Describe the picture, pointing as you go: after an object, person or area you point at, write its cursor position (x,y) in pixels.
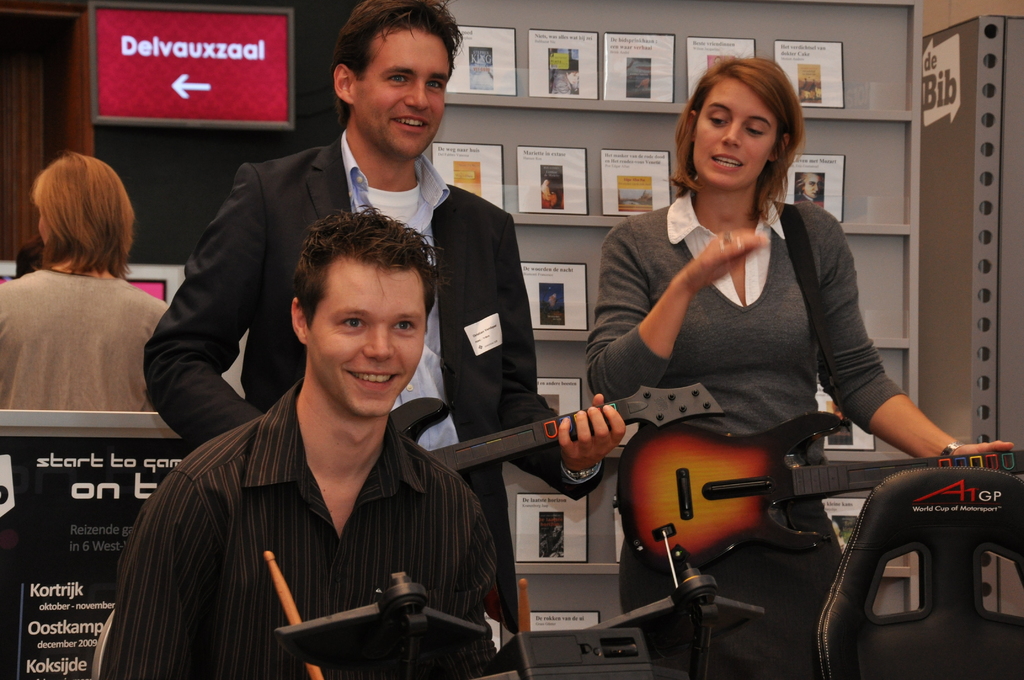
There are three persons (369,426) playing different musical instruments (395,638). At background (137,339) I can see another person (90,306) standing. This looks like a direction board (200,73). I think these are the DVDs (543,179) placed in the rack (847,131).
